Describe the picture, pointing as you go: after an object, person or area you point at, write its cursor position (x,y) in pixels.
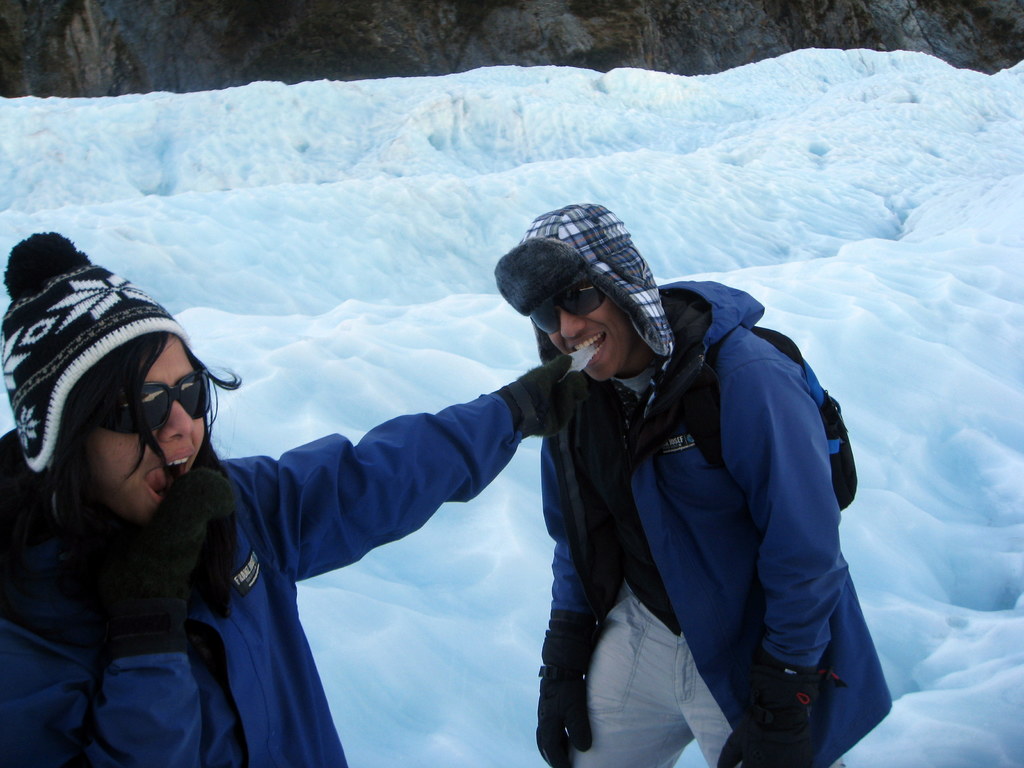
In the picture we can see man (572,752) and woman (40,641) wearing similar color jacket (48,624), gloves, goggles (157,424), cap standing and in the background (487,202) there is snow (534,192).
